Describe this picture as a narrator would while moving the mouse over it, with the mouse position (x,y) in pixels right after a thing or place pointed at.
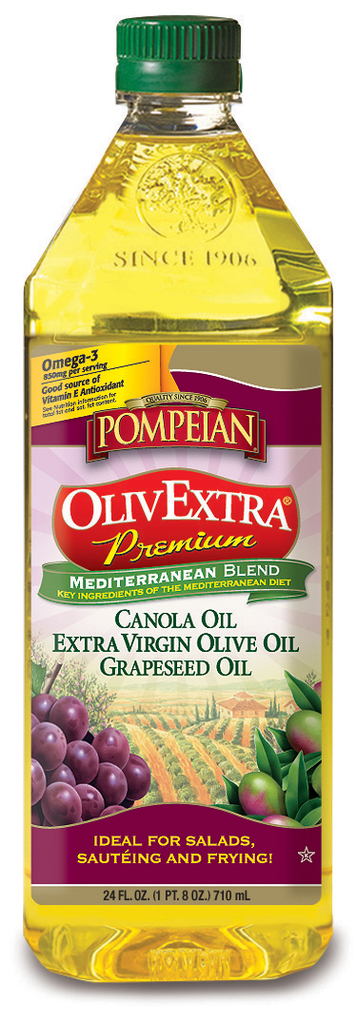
In this image there is a oil bottle (162,341) with a label (119,371) and a cap (211,93).
